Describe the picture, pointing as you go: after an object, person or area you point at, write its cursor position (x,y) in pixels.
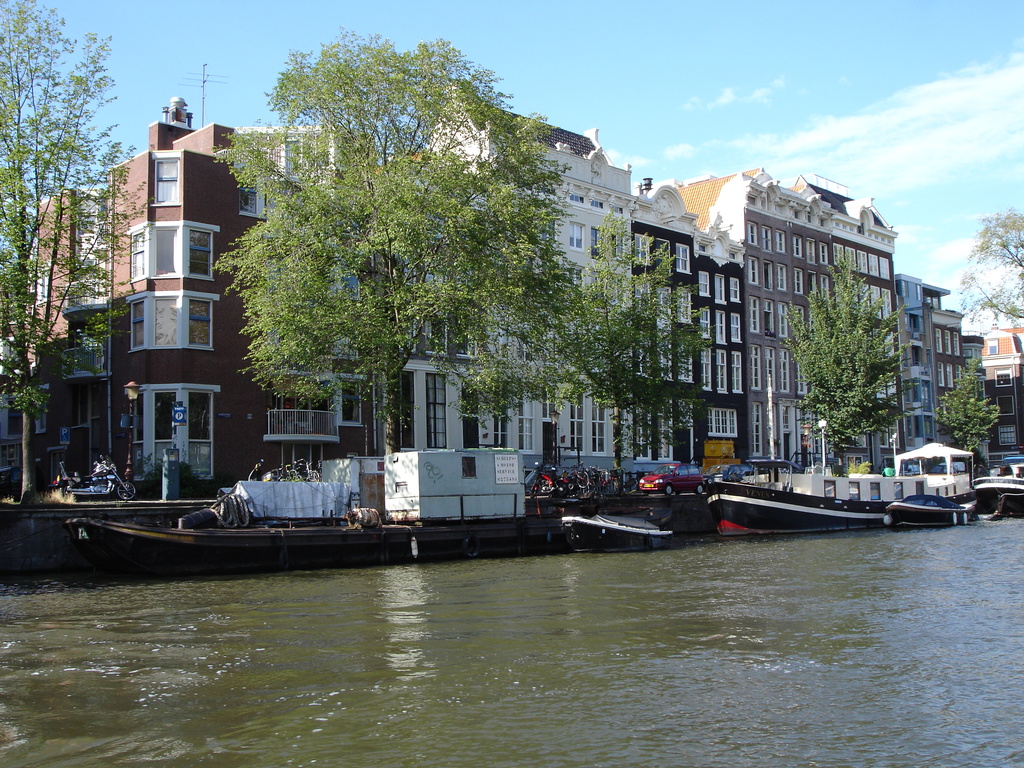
In this picture I can see boats (886,478) on the water (395,603). There are vehicles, buildings (525,456), trees (618,464), and in the background (551,115) there is the sky (707,41).
